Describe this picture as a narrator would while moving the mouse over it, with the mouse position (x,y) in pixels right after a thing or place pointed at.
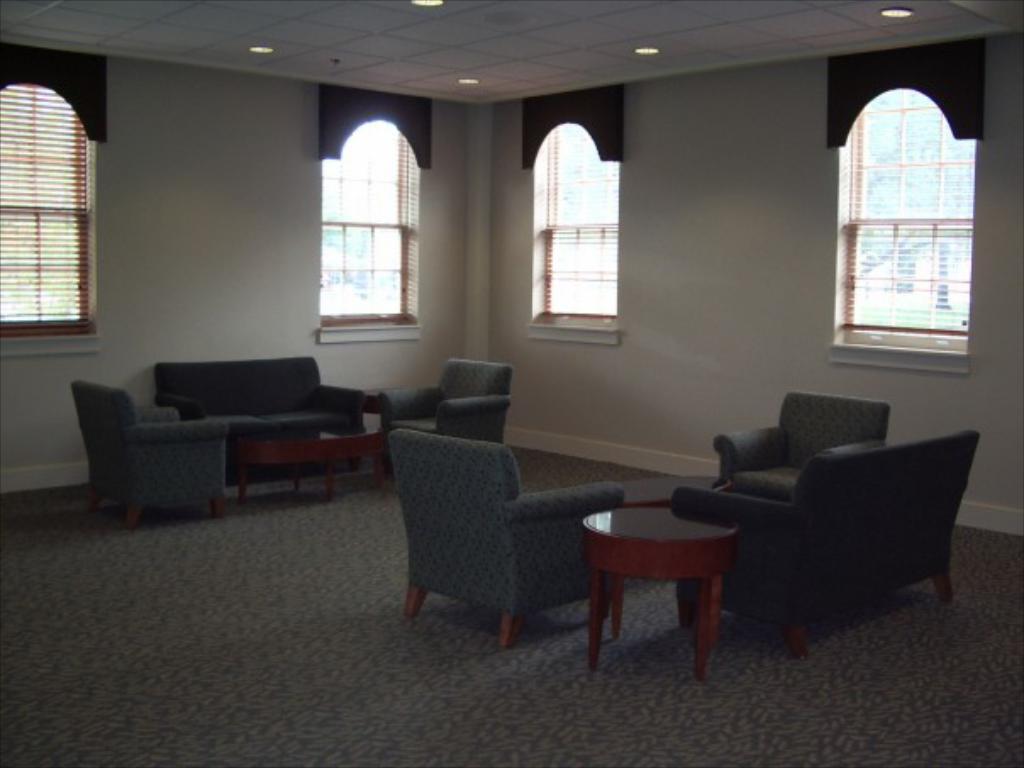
In this image I see a sofa set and 3 tables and in the background (1013,69) I see the wall (1001,317), windows (55,102) and lights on the ceiling (170,32).
